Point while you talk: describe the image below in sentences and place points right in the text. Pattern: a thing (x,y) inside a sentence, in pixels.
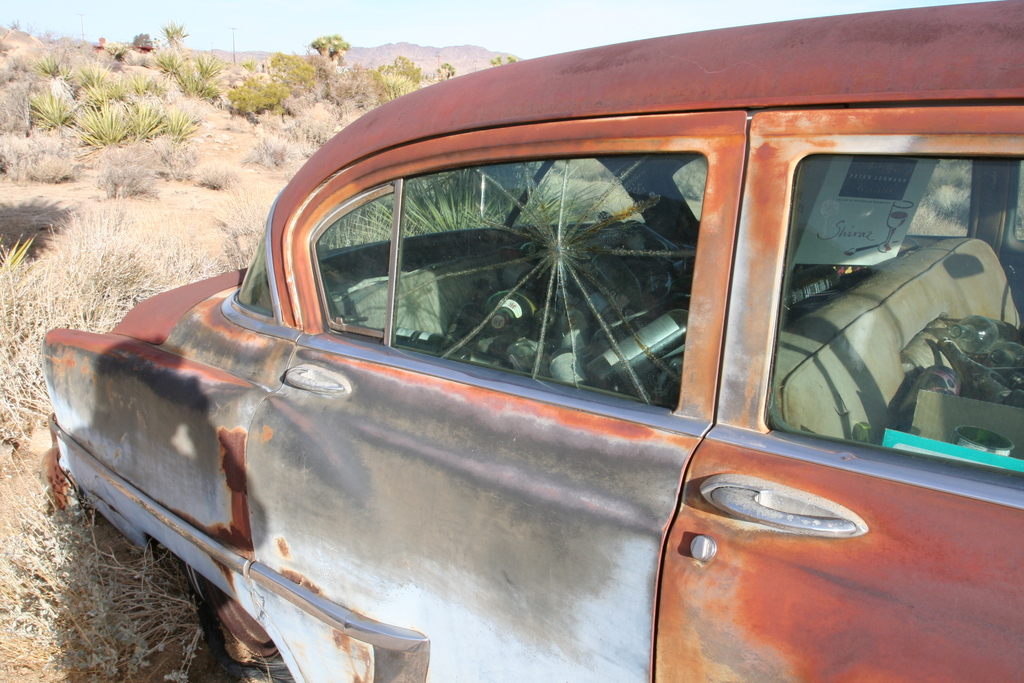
In this picture we can see car (991,131), grass (213,271), plants (301,118) and trees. In the background of the image (477,26) we can see hill (440,54) and sky (633,19).
